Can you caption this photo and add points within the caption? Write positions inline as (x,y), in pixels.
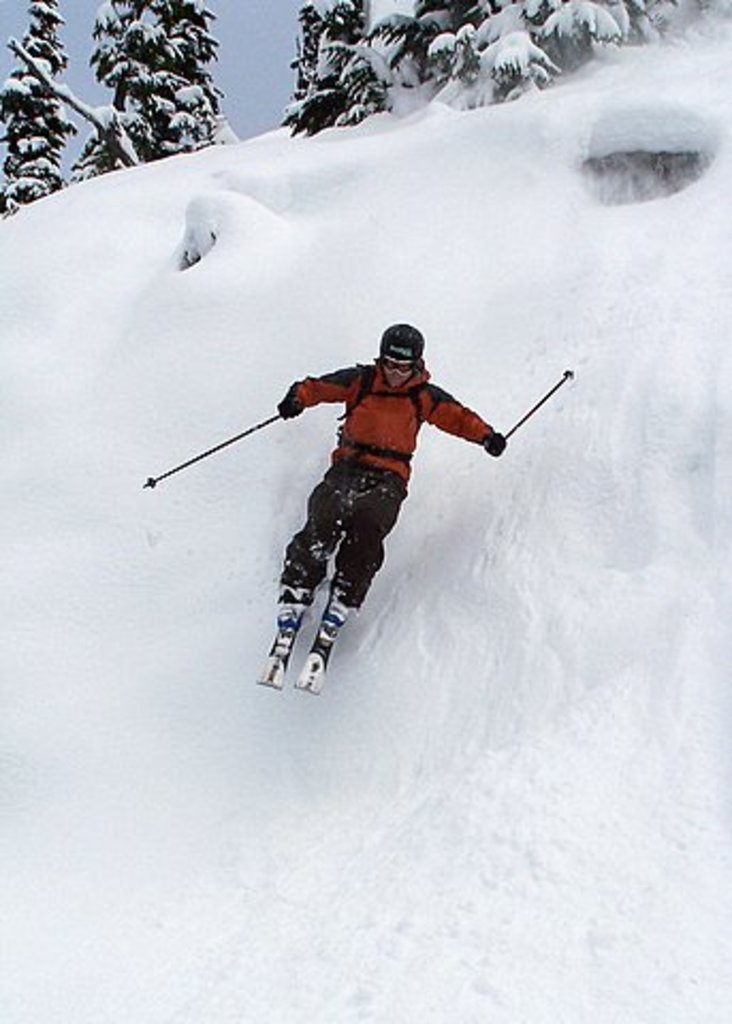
A person (358,477) is using ski (318,688) in the snow (399,618), these are trees (438,80).
